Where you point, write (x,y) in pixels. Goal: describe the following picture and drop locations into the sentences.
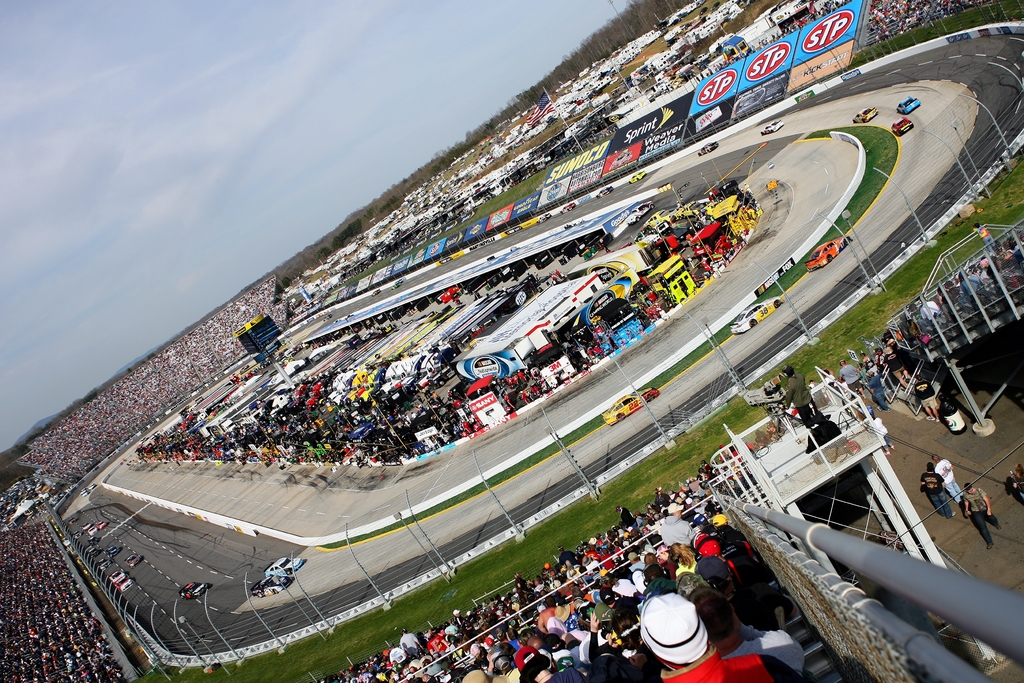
In this image, we can see a crowd (133,422). There is a racing track (806,284) and some cars (280,567) in the middle of the image (509,446). There is a sky (257,230) in the top left of the image (133,93). There are pipes (910,592) in the bottom right of the image (928,605).
